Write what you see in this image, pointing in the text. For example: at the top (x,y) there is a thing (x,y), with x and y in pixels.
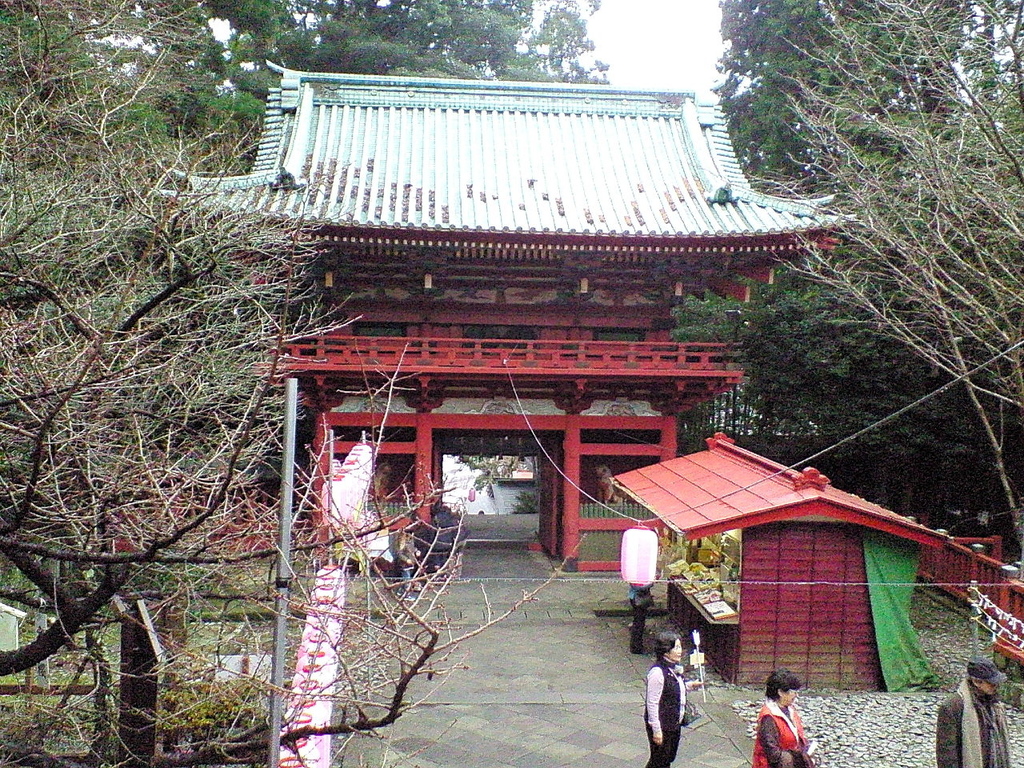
In this image there is a pavement (702,727) on that pavement (634,720), there are people (673,749) standing, in the background (428,474) there is an architecture (582,416) and a shop (674,579), on the left side (105,383) and right side (972,403) there are trees (155,188).
